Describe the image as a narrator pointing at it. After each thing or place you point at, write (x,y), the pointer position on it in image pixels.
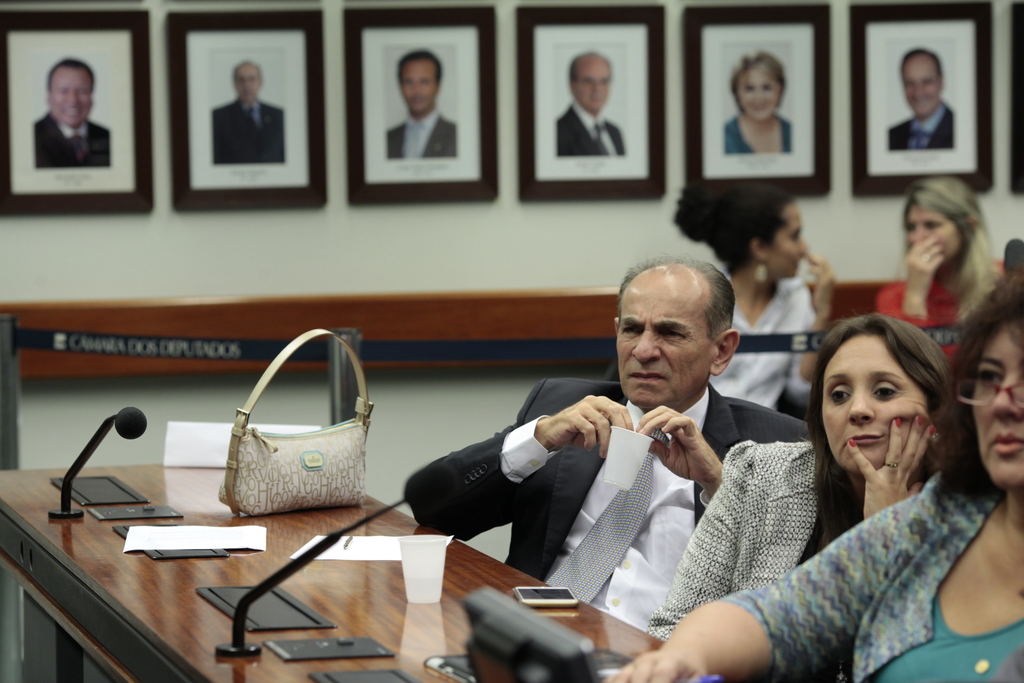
This picture is clicked inside a conference hall (865,467). There are many people (753,555) sitting on a chair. Among them, four (927,539) are women (904,427). In front of this picture, we find table (151,580) on which hand bag (328,470), glass (428,586), mobile phone (518,594) and microphone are placed on it. Behind that, we see a wall (393,274) which is white in color and on the wall (158,36), we find six photo frames (412,79) placed on it.
